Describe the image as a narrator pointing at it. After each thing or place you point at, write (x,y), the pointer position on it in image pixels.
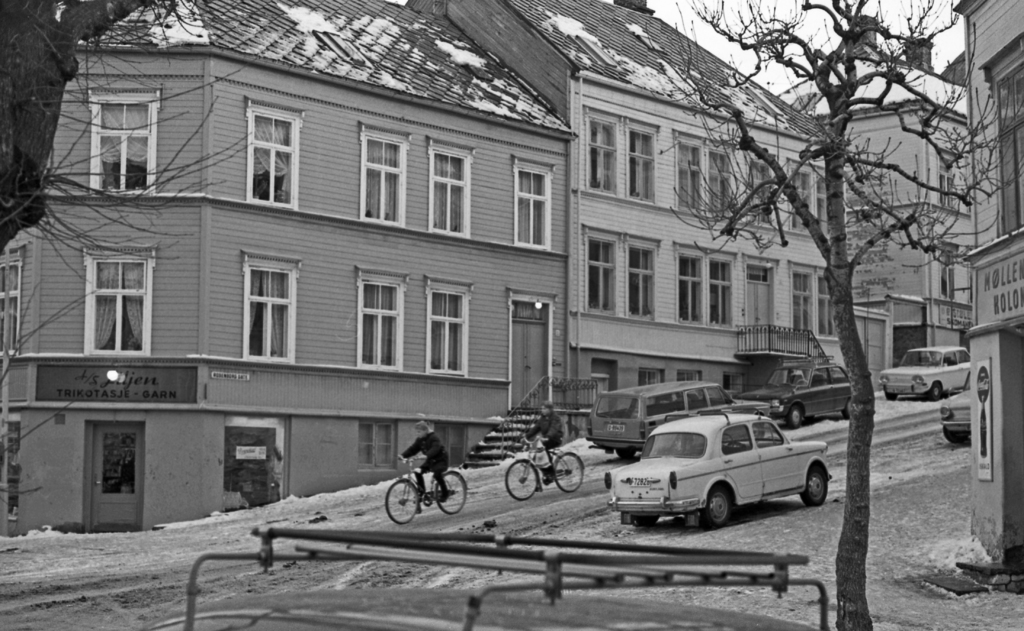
In this picture there are two people (550,472) riding bicycles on the road (547,518) and we can see vehicles (945,352), trees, boards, buildings (72,498), railing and snow (33,588). In the background of the image (745,67) we can see the sky (707,31).
